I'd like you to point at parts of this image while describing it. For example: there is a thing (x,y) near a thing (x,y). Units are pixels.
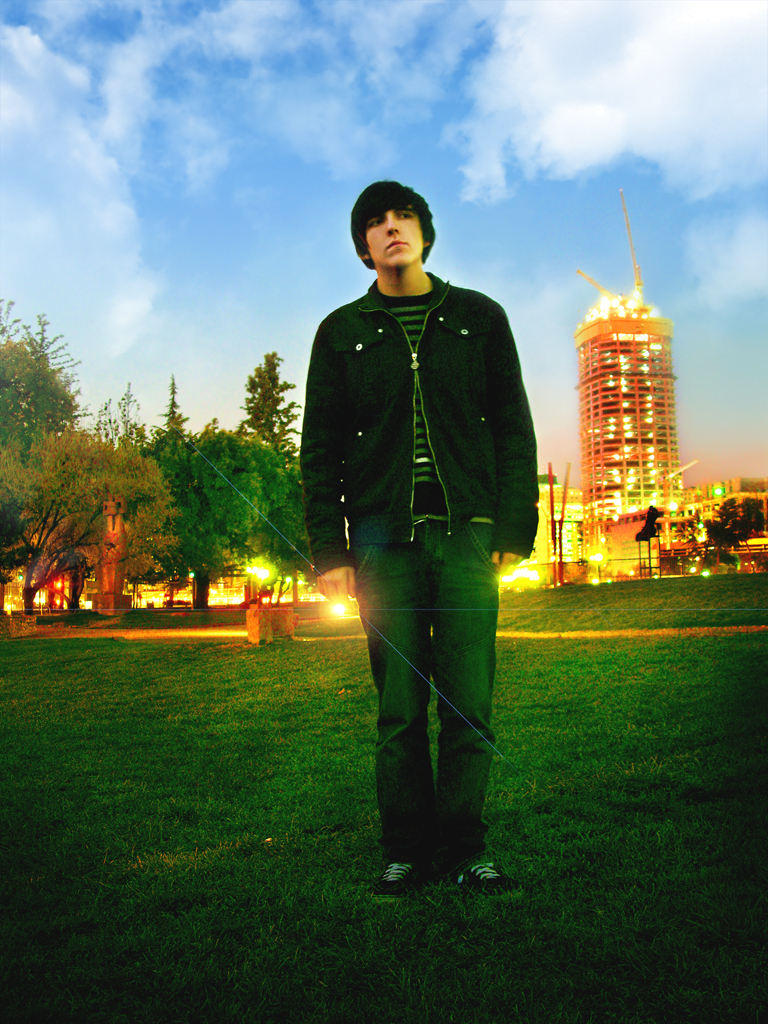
In this picture there is boy (475,407) wearing black color jacket (479,464) standing on the green lawn (413,911) and giving a pose into the camera. Behind we can see some trees (212,530) and building (618,339).
